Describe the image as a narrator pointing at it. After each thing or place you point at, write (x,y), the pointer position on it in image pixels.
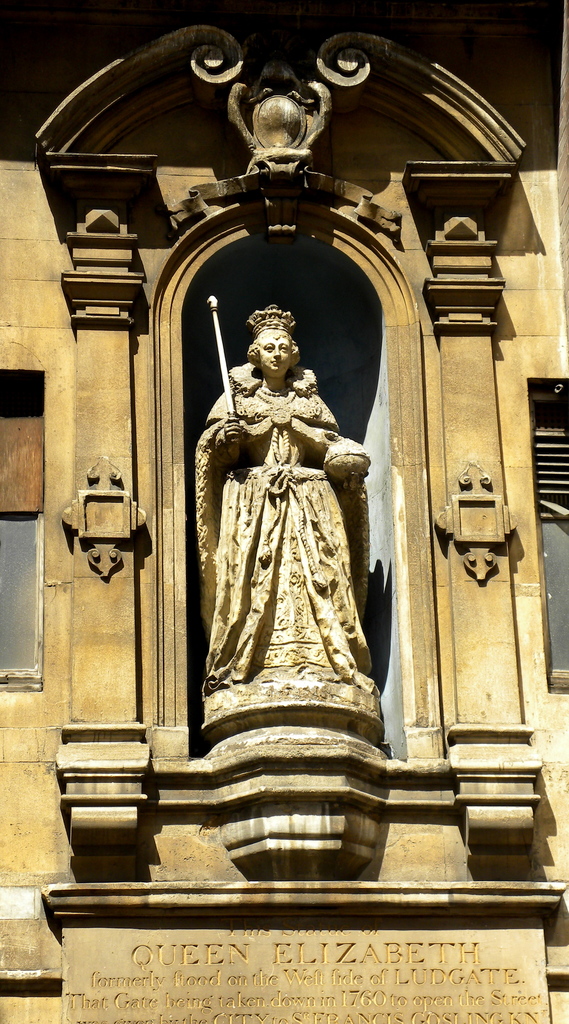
It is a statue (319,636) and it's a building (16,121).
